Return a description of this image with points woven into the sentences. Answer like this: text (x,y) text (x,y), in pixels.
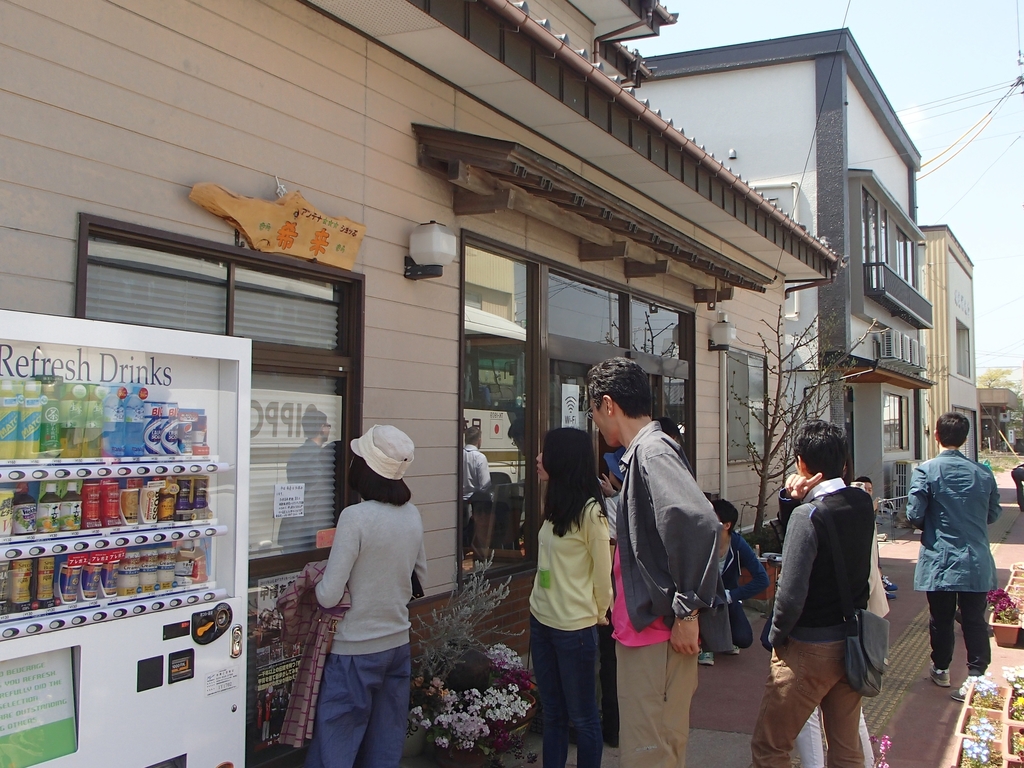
In this image we can see few buildings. There are few people (828,581) in the image. We can see the reflection of a person (315,506) on the glass (260,499). There are many objects (125,561) in a showcase (143,529). There are many flowers (994,734) to the plants (992,690). We can see the sky (935,181) in the image.
